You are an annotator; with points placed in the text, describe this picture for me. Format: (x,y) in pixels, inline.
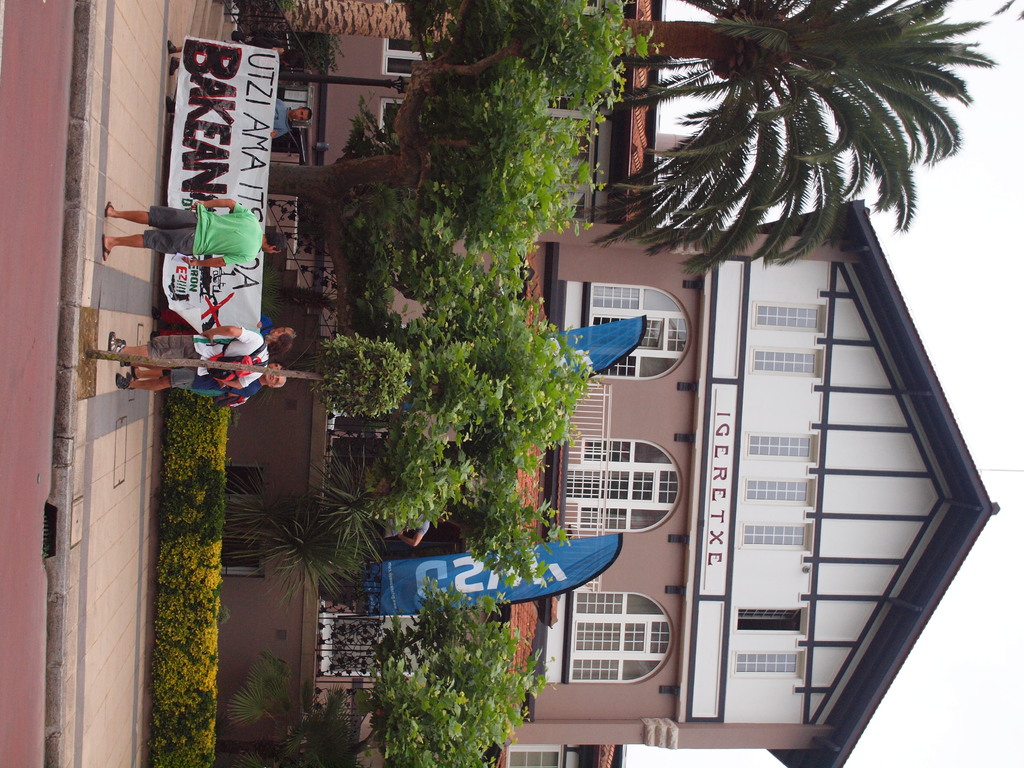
In this image, we can see some houses (690,291), people (199,382), trees (474,406), plants (188,423), a pole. We can also see some posters (212,160) with text (212,135). We can see the ground (91,637) and the sky (956,647).
